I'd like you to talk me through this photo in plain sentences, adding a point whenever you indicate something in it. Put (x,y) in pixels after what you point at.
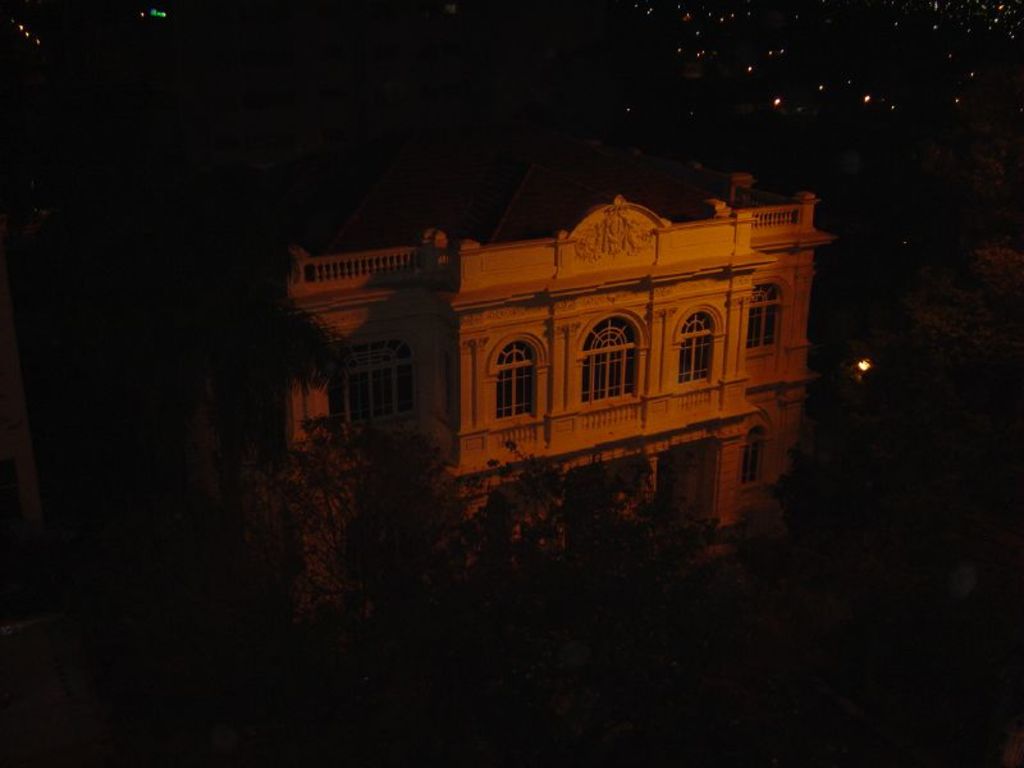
In the image there is a building (617,354) in the middle (592,300) with trees (313,545) in front of it and the background (808,153) is dark.
